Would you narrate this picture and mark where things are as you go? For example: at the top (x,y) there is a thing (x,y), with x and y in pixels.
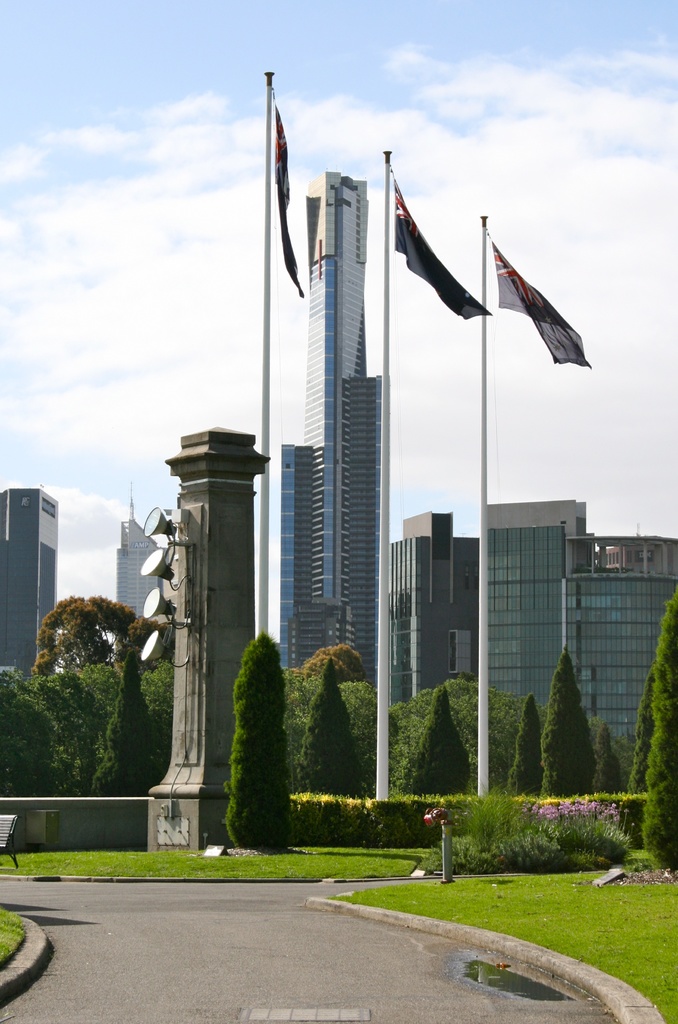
There is a road (238,948) at the bottom of this image (273,958). There are some trees (362,766) and buildings (5,655) in the background (315,712). There is a sky (176,289) at the top of this image (179,281). There is a pillar (202,754) in the middle of this image (232,632).
